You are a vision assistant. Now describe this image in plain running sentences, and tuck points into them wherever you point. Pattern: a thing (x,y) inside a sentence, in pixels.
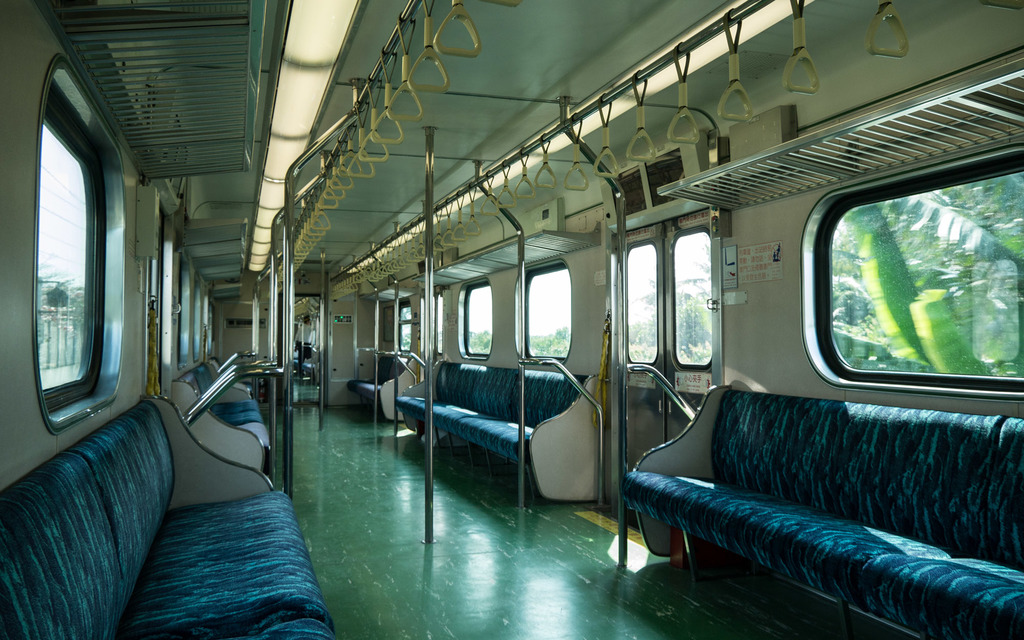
In this image we can see inner view of a train (410,349). In the train (492,380) there are grills (817,146), doors (629,301), rods (424,363), seats (182,546), handles (463,2) and windows (550,321). In the background (632,351) we can see trees (637,332), sky (653,311) and electric poles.
